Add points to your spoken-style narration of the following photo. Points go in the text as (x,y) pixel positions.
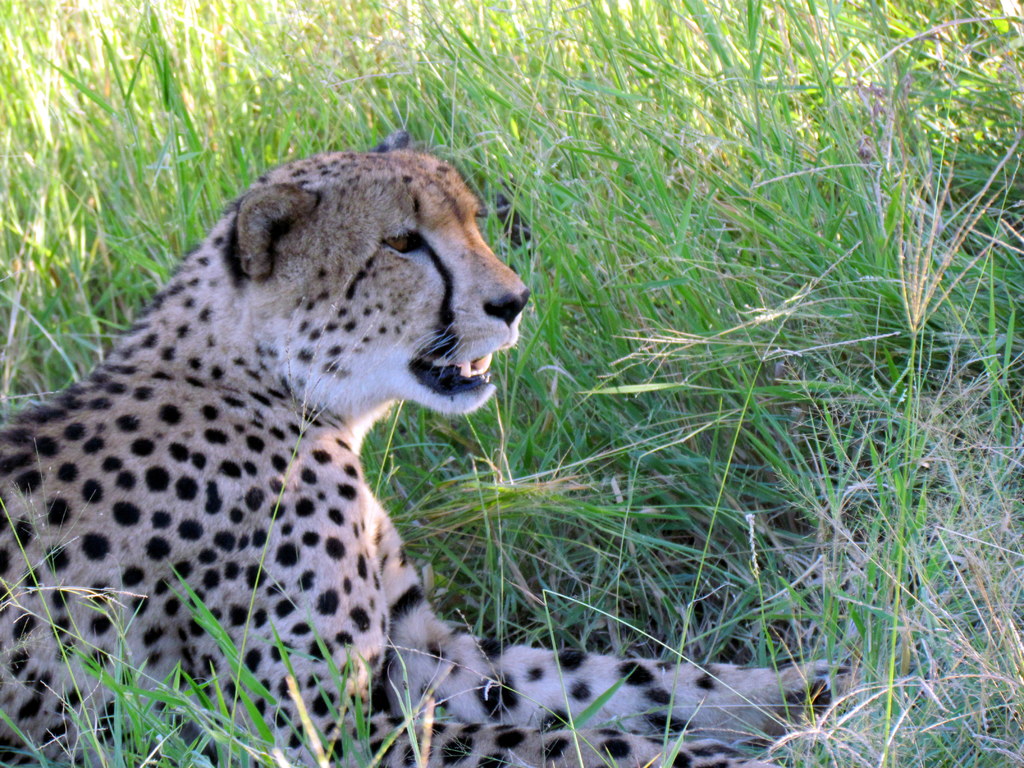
This image consists of a cheetah (205,504). At the bottom (621,629), there is green grass (539,162).
